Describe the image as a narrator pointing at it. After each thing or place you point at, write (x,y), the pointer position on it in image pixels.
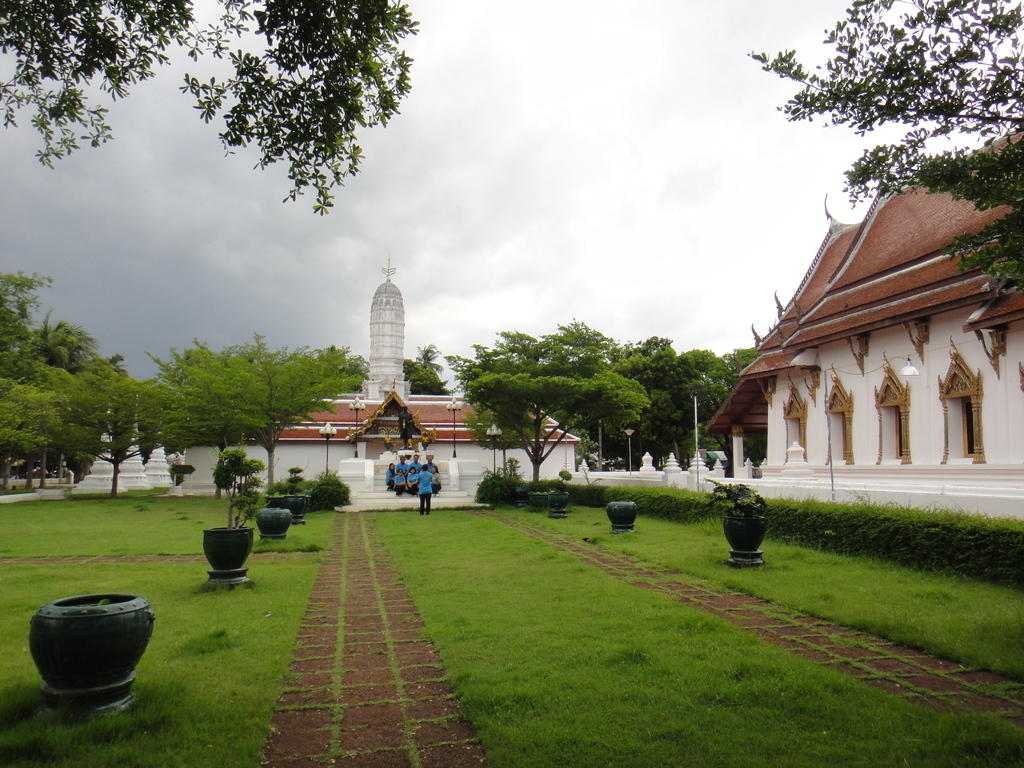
In this image I can see few persons (411,475) sitting on the steps (438,498). I can see two buildings (931,375). There are few trees (360,386). I can see few plants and some grass (559,594). At the top (428,236) I can see clouds (350,190) in the sky (278,212).
